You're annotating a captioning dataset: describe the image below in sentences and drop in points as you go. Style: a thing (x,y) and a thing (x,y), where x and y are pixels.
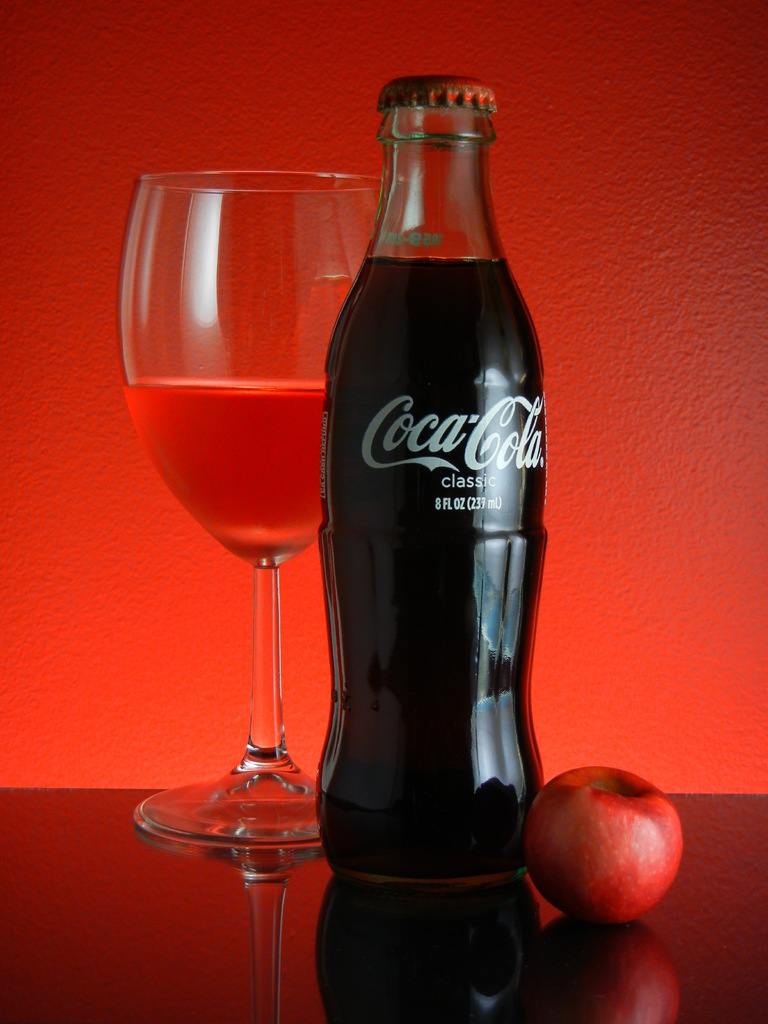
On the table (247,972) there is a coca-cola bottle (399,651). To the right side of the bottle (413,598) there is a fruit (584,834). And to the left side of the bottle (375,491) there is a glass (277,447) with liquid (231,426) in it. In the background (609,184) there is a wall (105,203) with red color.
